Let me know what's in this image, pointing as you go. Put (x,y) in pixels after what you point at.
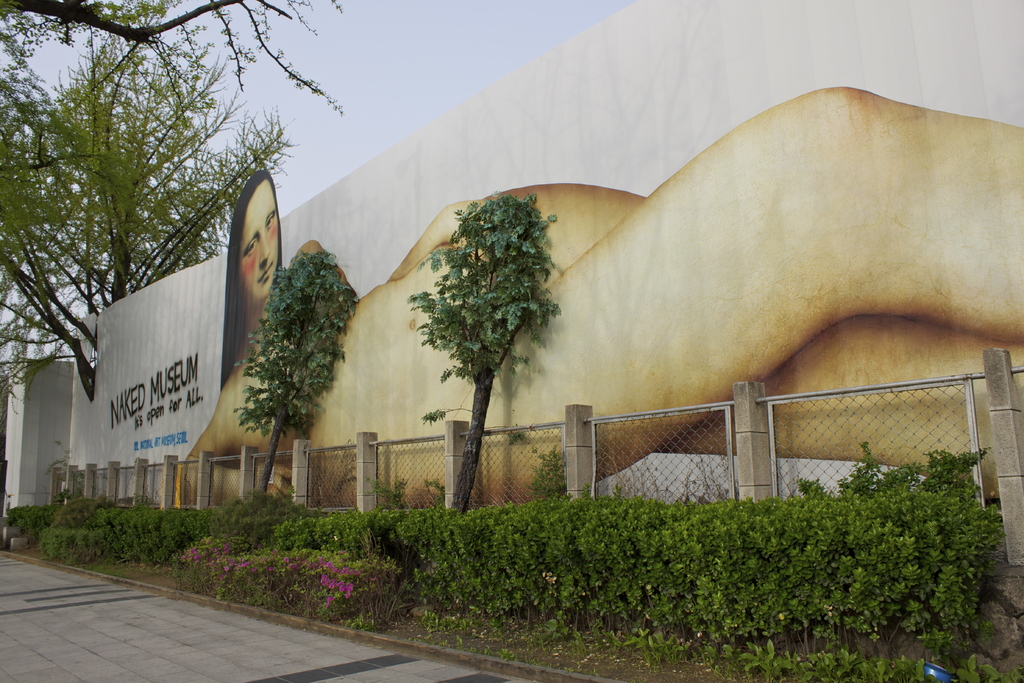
In this image we can see a wall (368,205) with some painting (833,143). There is a board (131,387) with some text (194,397). There are trees (5,16), plants (312,534), fencing (330,483), pathway (227,613).
